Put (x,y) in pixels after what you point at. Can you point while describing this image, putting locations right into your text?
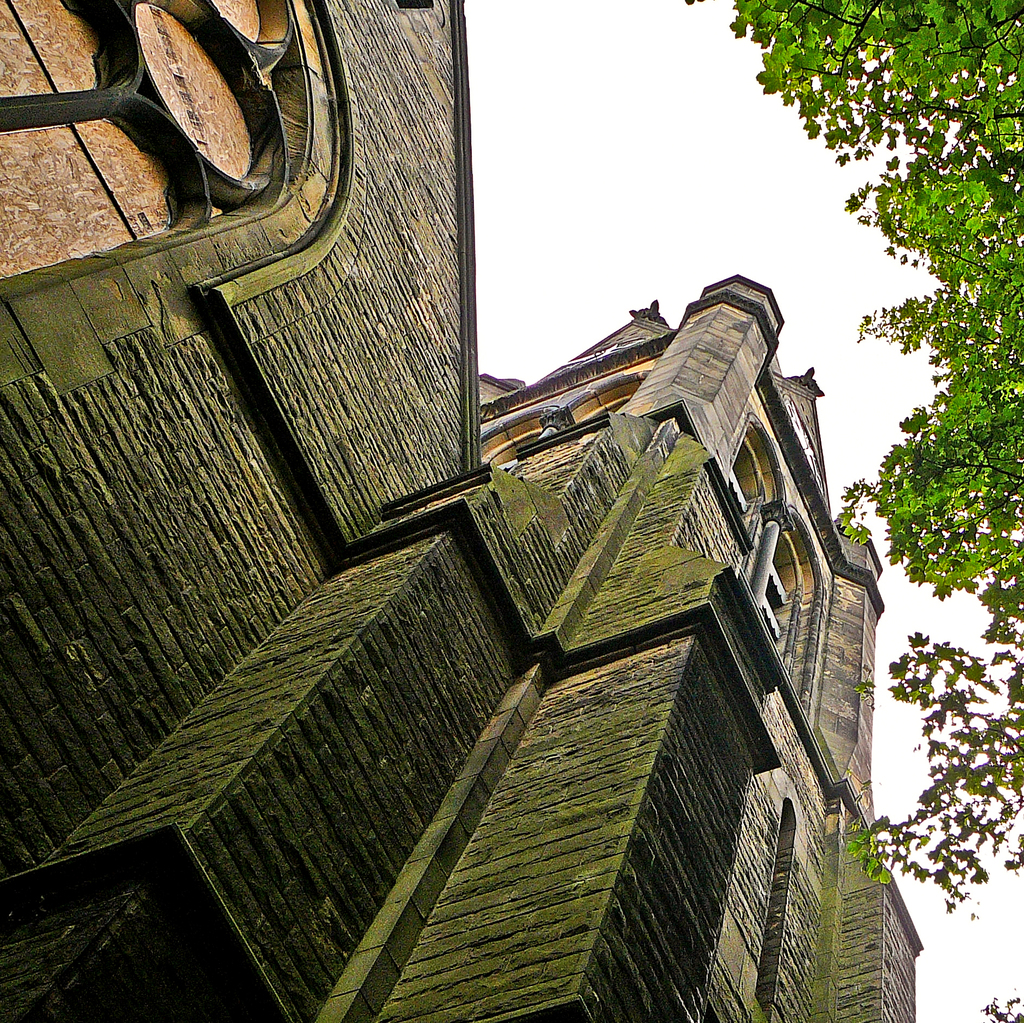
In this image, we can see a building (331,727), walls (365,742). Right side of the image (1011,355), we can see a tree (1006,477). Background (617,241) there is a sky (652,234).
